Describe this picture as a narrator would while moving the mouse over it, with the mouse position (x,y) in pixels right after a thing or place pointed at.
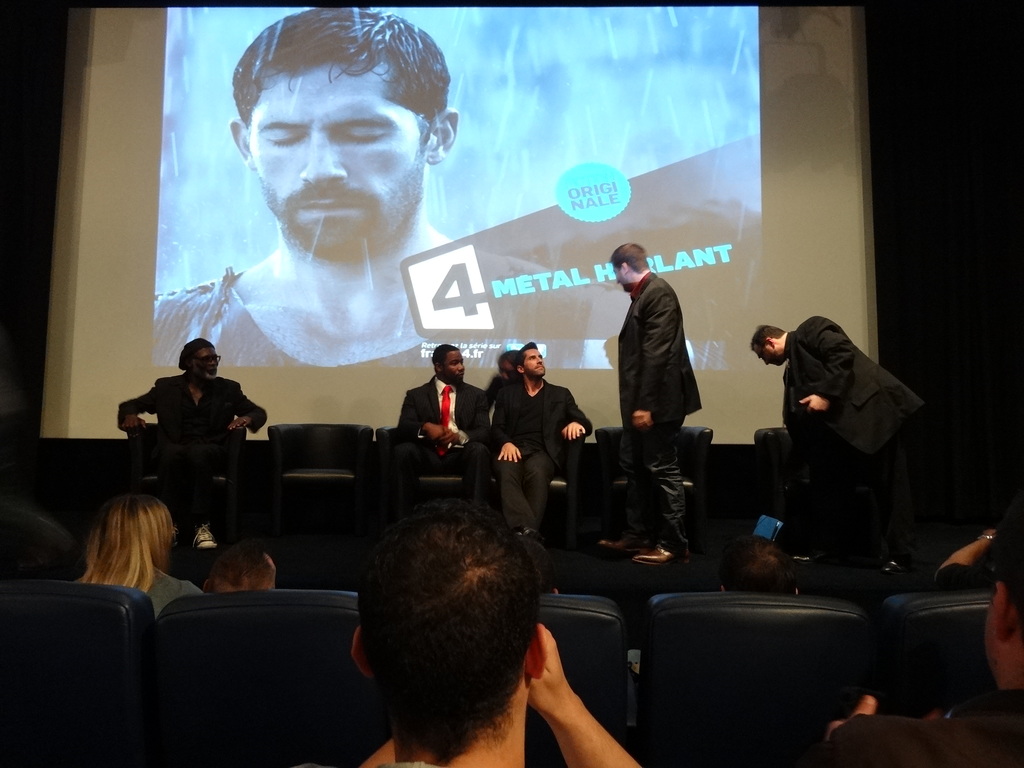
In this image I can see few people (467,649) sitting on chairs (89,640) and few people (808,358) standing. In the background (771,379) I can see a huge screen (371,122) in which I can see a person (346,65) and few water drops (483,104).
